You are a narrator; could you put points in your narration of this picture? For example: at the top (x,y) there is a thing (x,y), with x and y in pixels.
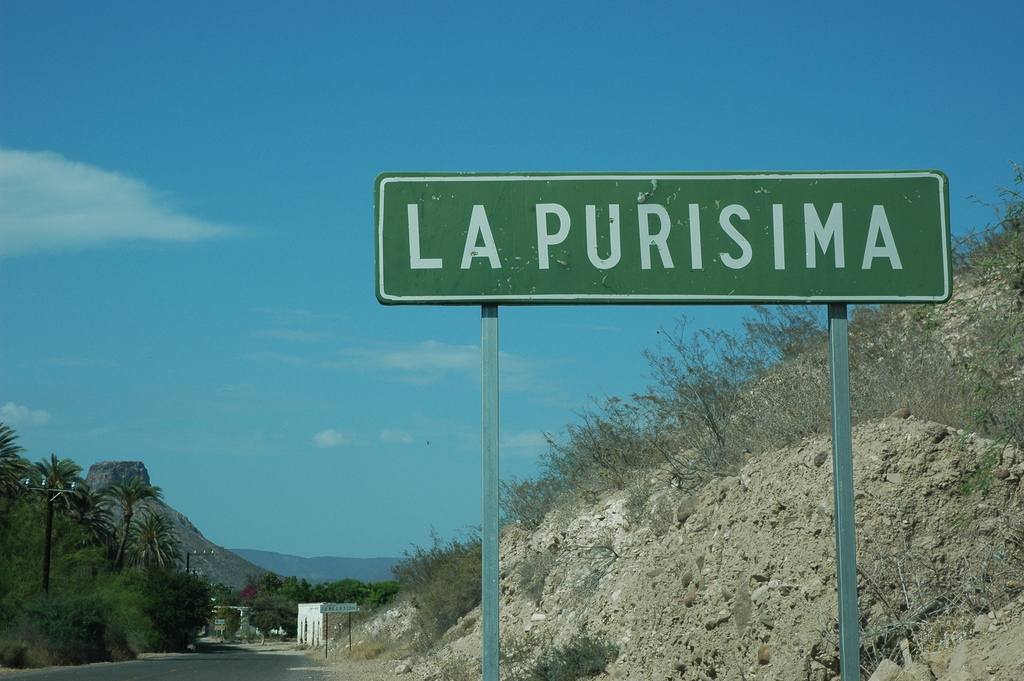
In front of the image there are boards (710,213) with some text (698,222) on it. There is a road (259,659). There are poles (48,515). There are trees (147,603). In the background of the image (307,621) there are buildings (320,626), mountains (137,471). At the top of the image (193,180) there are clouds (176,207) in the sky (174,207).
